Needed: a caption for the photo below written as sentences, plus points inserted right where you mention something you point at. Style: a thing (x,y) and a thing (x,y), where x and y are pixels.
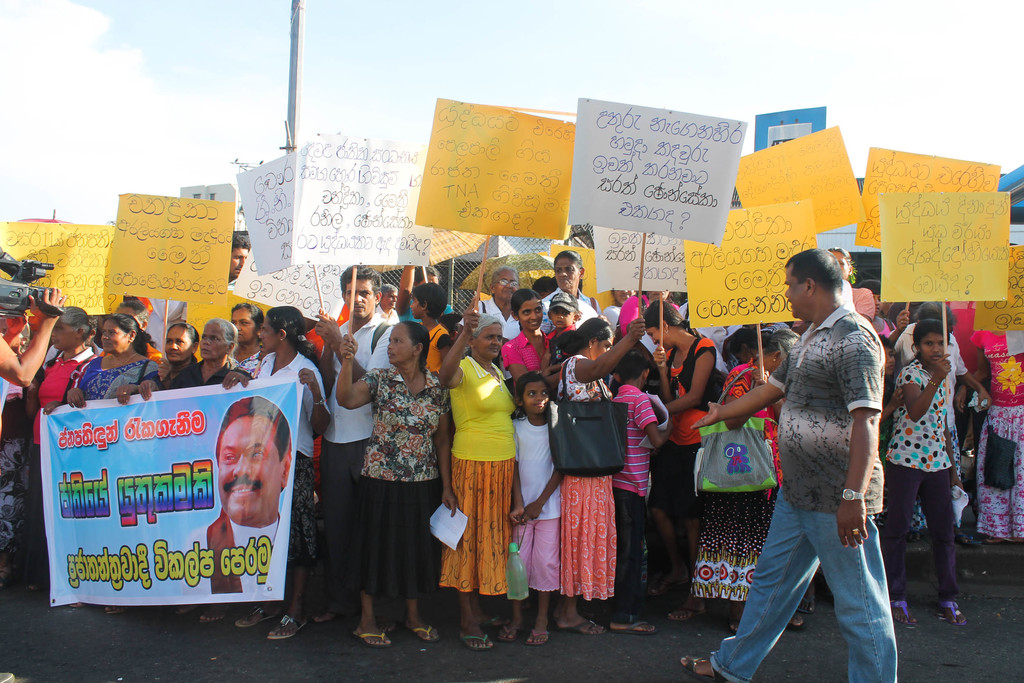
In the center of the image (408,279) we can see a group of people (496,366) are standing and some of them are holding boards (731,222), banner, paper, bottle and carrying bags (595,416). On the left side of the image (27,291) a person (20,357) is standing and holding camera (20,296). At the bottom of the image (491,670) there is a road (452,628). At the top of the image (464,77) we can see pole (290,73), clouds (784,17) are present in the sky (634,34).
